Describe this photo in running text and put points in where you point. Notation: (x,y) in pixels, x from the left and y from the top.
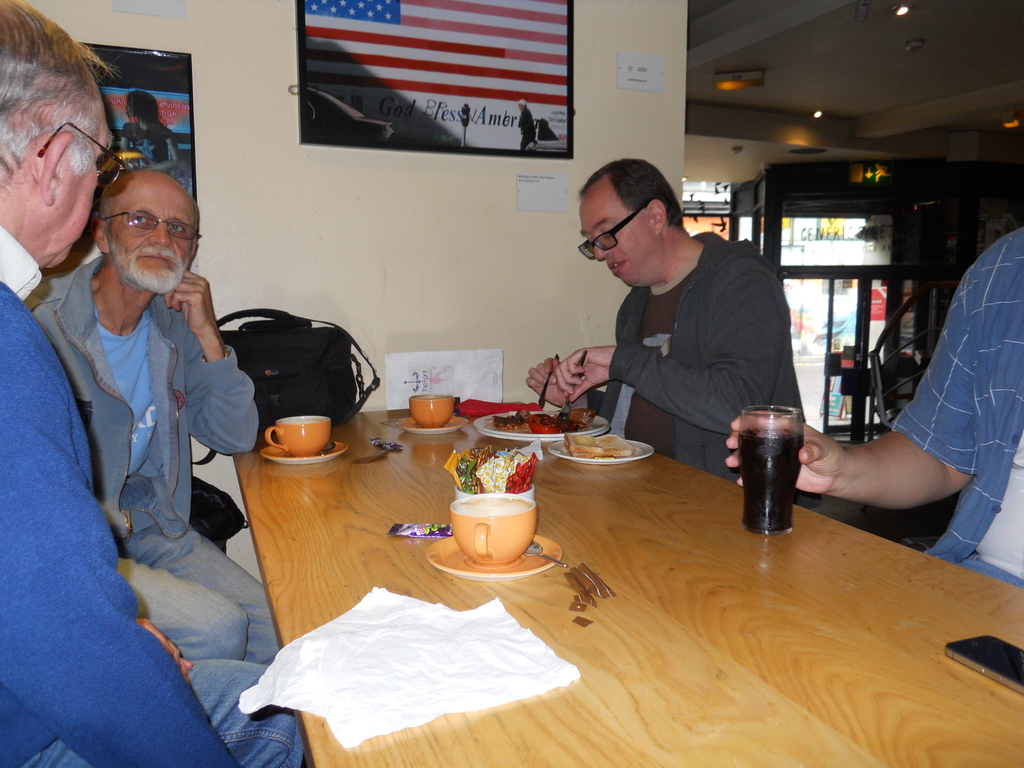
There are four people (111,343) sitting around a table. They are wearing specs (609,248). On the table (577,703) there are cups (454,538), saucers (519,573), plates (588,457), glass (771,455) and food items (569,420), also there is a bag (299,341) and papers (398,626). In the background (331,247) there is a wall (242,118) with pictures (165,123).
